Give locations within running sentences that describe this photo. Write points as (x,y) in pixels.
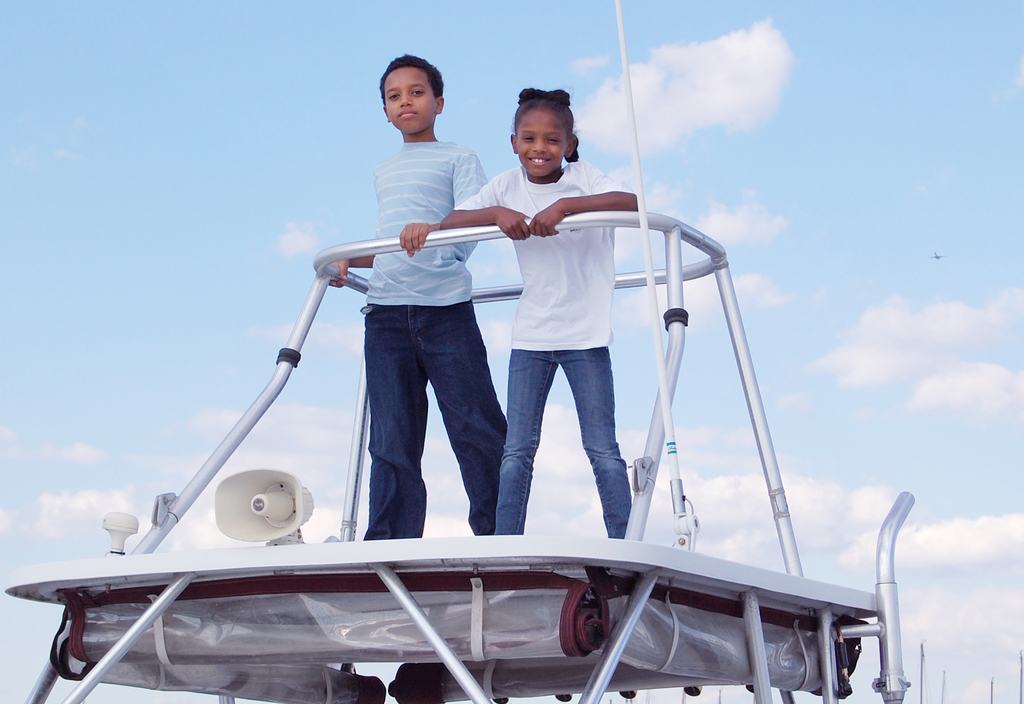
In the center of the image (527,271) there are kids (527,287) standing on the vehicle (637,572). In the background (775,50) we can see sky (323,68) and clouds (759,59).
